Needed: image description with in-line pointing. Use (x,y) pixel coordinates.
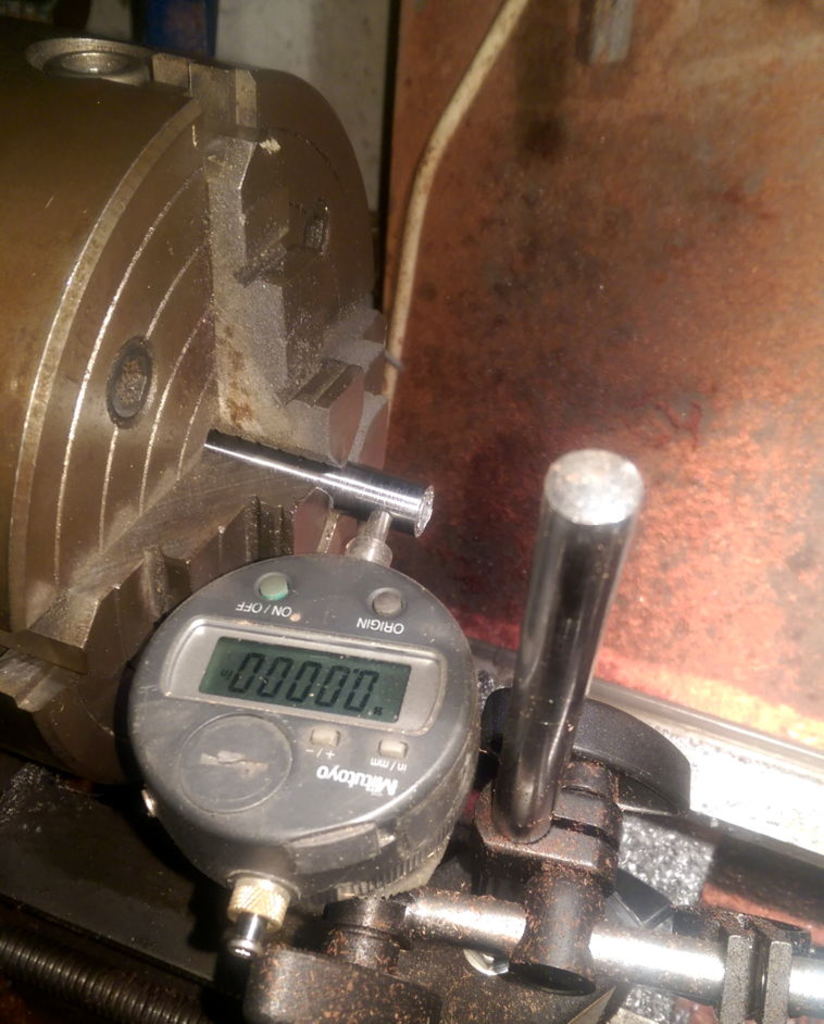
In this image at the bottom (204,701) there is a dial indicator (305,776), and in the background (510,389) there is wall (626,445).
